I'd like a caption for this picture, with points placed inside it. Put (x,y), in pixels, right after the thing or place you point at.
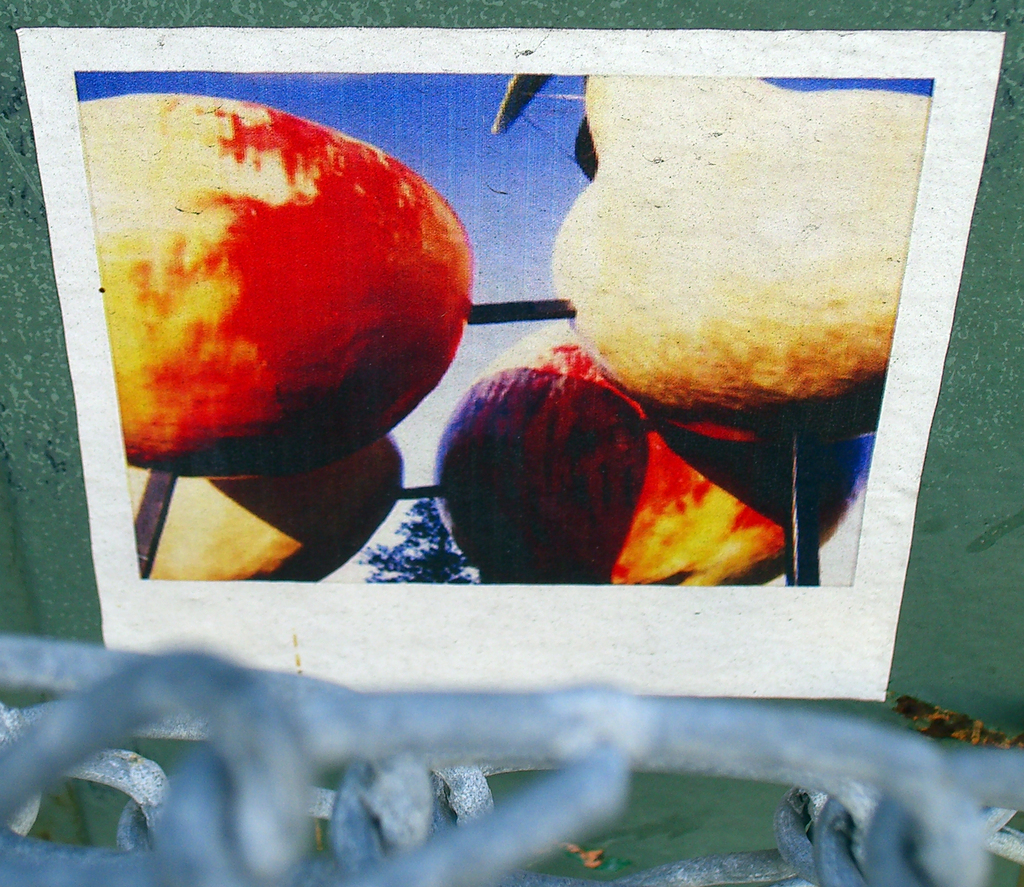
In this picture, we can see a poster (378,114) with some images (493,377) attached to the wall (40,201), and we can see some object (148,848) in the bottom of the picture (91,869).
